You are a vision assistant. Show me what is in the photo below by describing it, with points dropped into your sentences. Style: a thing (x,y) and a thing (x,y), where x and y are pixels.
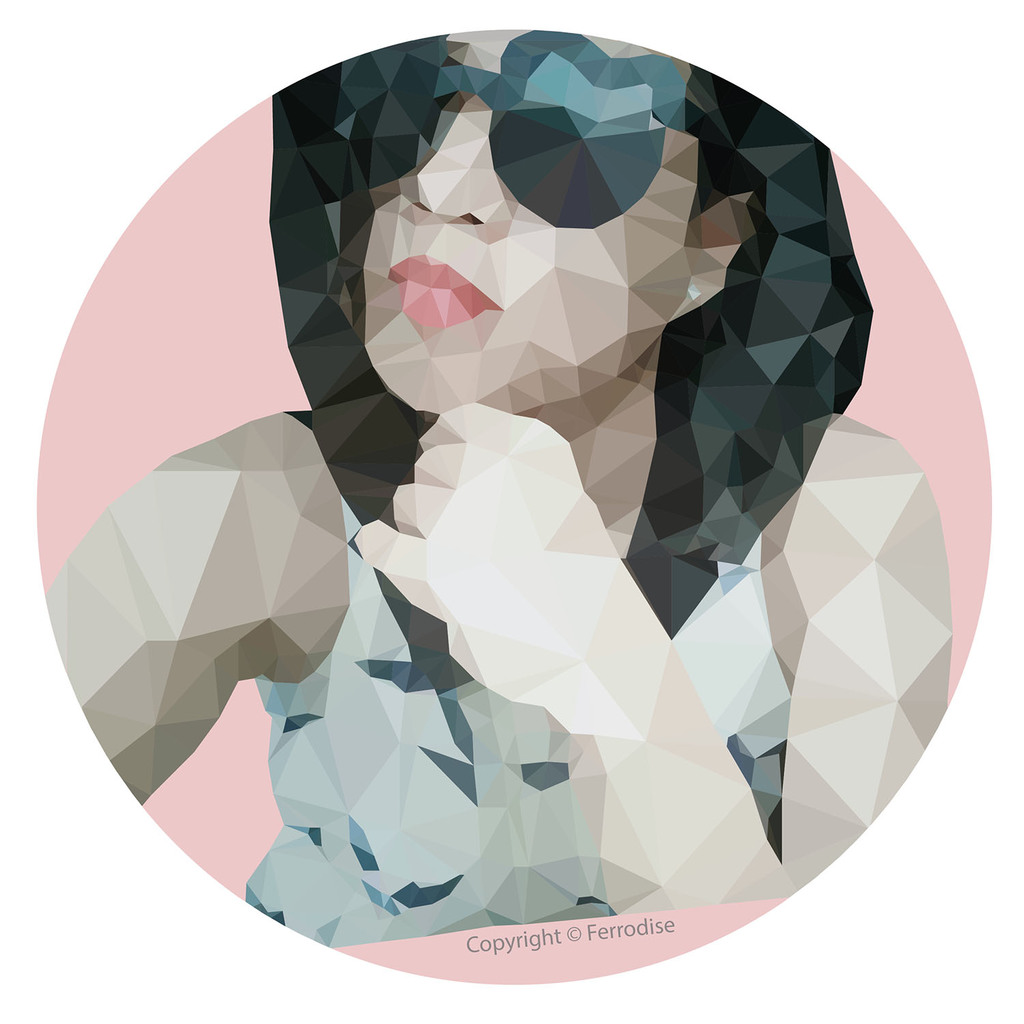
In this image I can see a woman picture (616,483) and wearing glasses (540,149). Background (888,87) is in white and pink color.
